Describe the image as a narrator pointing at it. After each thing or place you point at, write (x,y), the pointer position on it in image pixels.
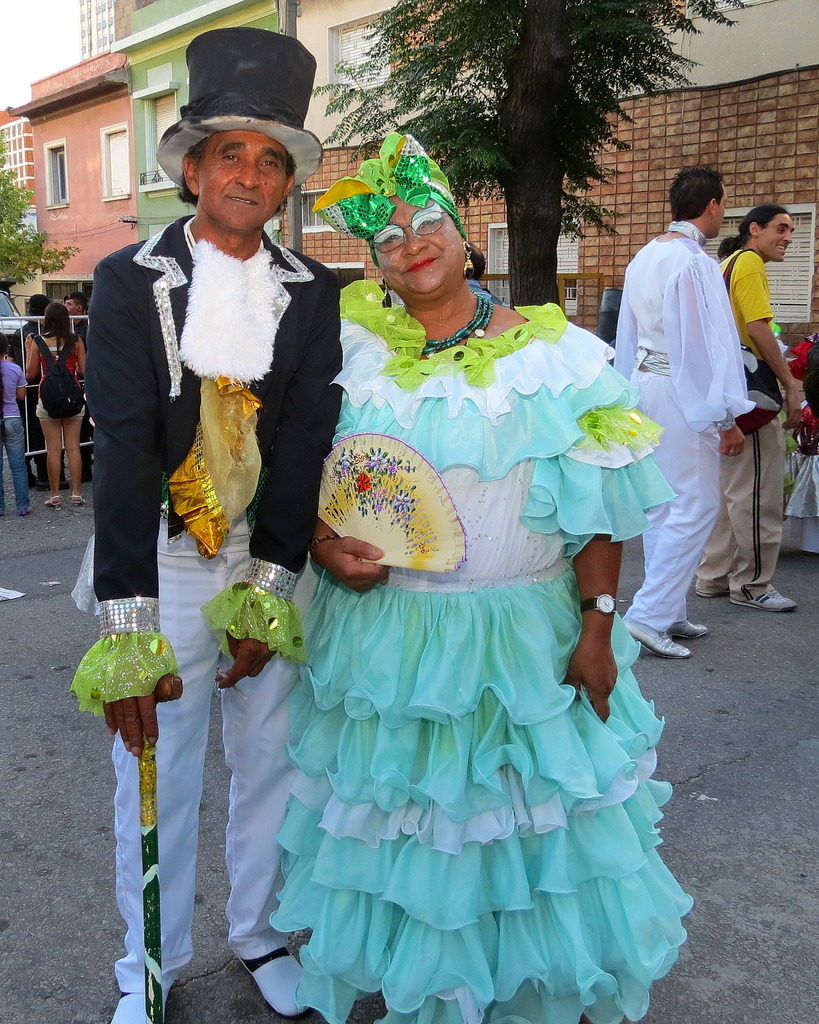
In the center of the image (499,670) we can see a man (91,401) and a woman (390,587) standing on the road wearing a costume (439,633). In that a man (160,806) is holding a stick (154,774) and the woman (387,602) is holding a hand fan (352,532). On the backside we can see a group of people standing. We can also see a fence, trees (533,284), a car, a building (48,229) with windows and the sky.
